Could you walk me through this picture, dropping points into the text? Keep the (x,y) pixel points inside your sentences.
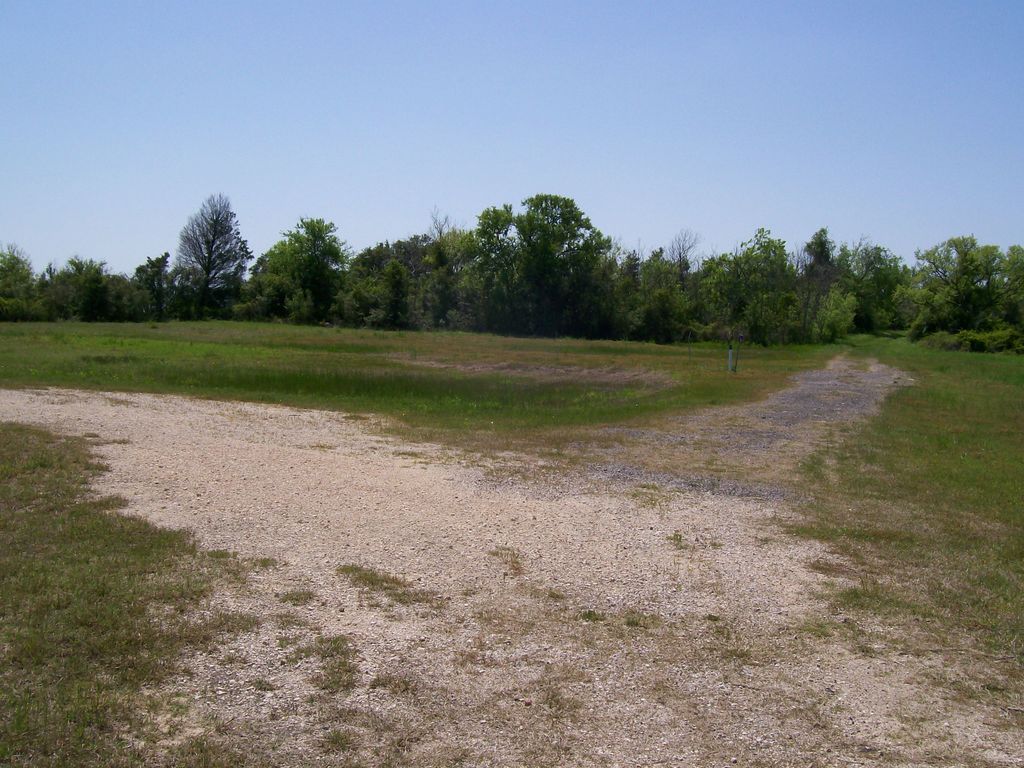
In this image we can see ground (166,364), trees (599,319) and sky (124,261).
